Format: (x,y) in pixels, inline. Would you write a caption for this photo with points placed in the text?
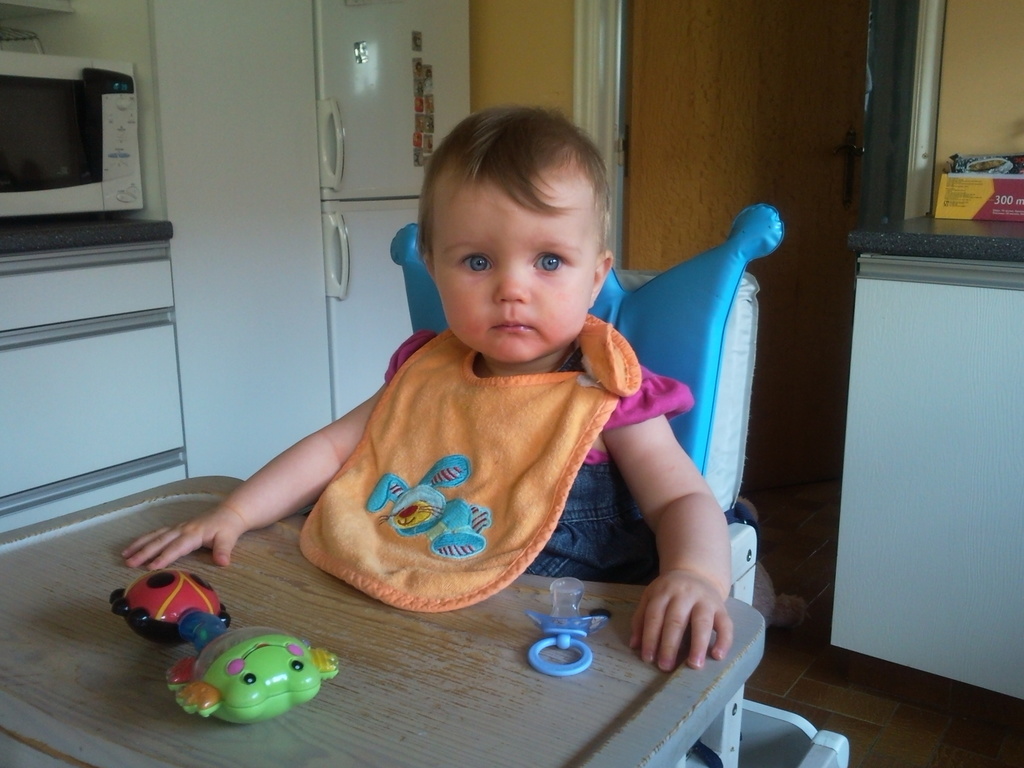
In this image we can see a child (626,530) wearing a napkin (489,529) sitting on a chair (646,338) beside a table (288,724) containing some toys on it. On the backside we can see an oven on a table (76,380), a refrigerator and a door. On the right side (879,325) we can see some objects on a table (852,485) and a wall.
